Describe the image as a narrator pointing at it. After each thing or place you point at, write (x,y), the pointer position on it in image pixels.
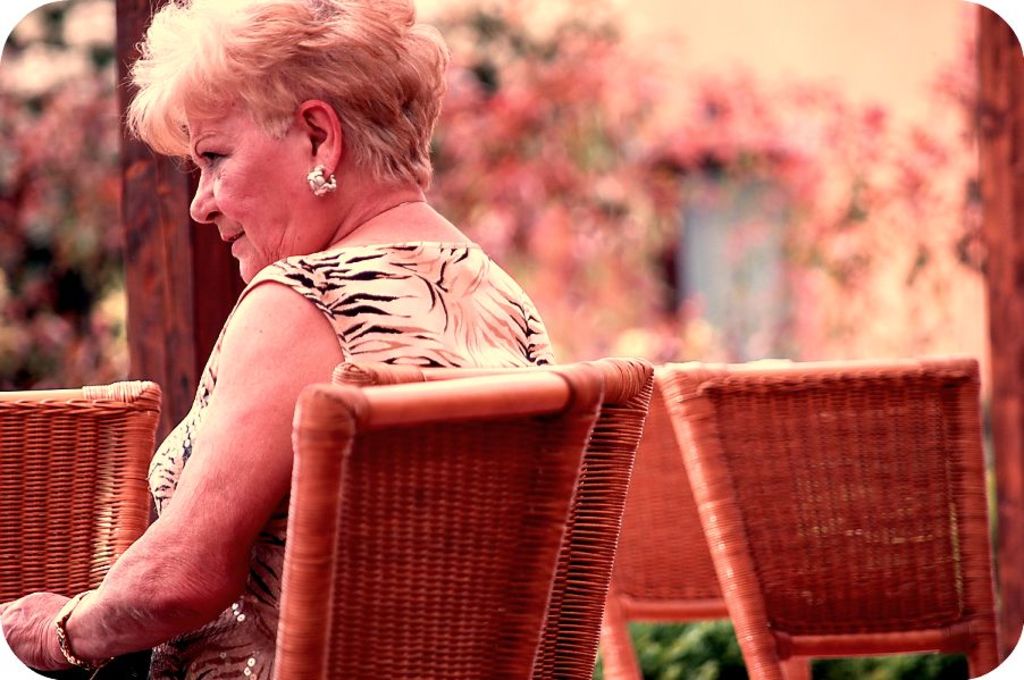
In this picture I can see a woman (198,460) sitting on the chair (441,572), there are chairs (499,575), and there is blur background (912,148).
